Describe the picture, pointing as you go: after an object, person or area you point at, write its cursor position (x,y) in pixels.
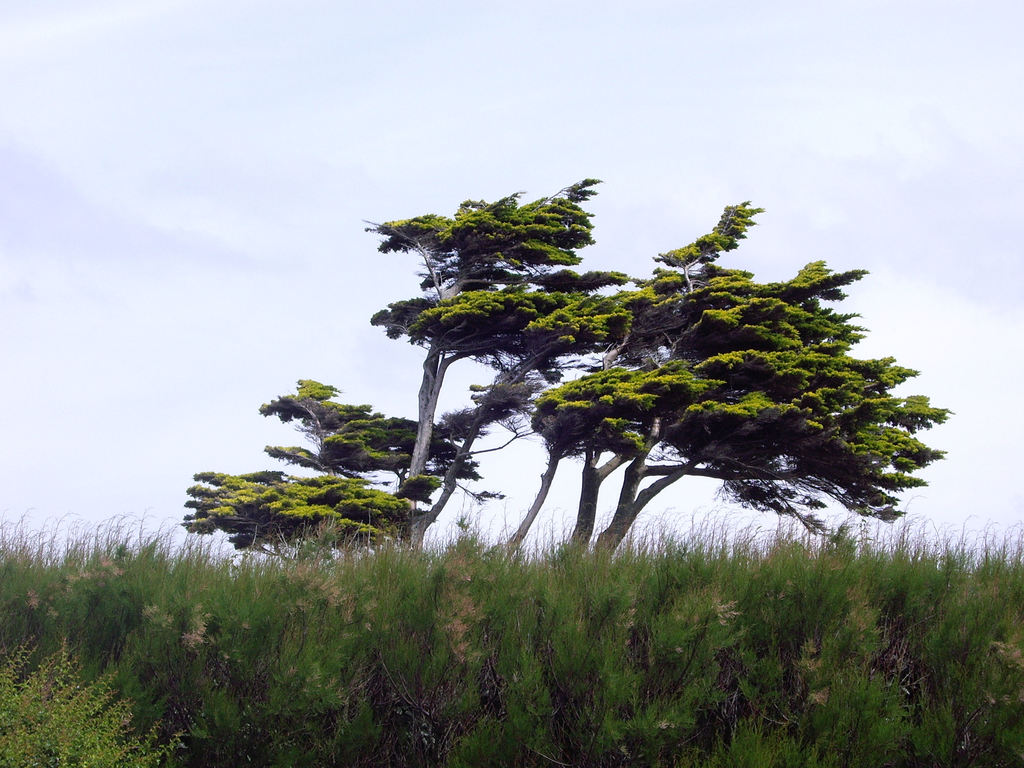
In this image I can see trees (593,419), plants (899,653) and sky (128,280).
